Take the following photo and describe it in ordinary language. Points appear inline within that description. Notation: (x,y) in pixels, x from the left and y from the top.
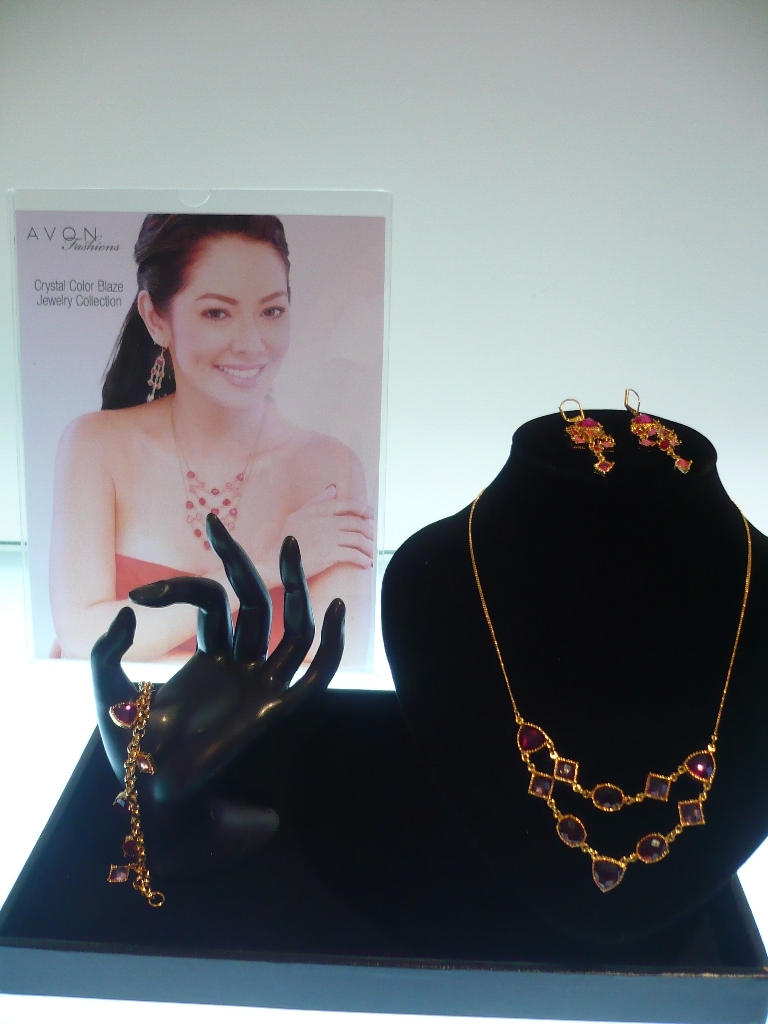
In this image, we can see jewelry (687,819) with necklace stands (221,695) on the glass (274,826). Background (200,398) there is a poster (269,402) and wall (477,367). Here we can see a woman (274,500) is smiling and seeing.
